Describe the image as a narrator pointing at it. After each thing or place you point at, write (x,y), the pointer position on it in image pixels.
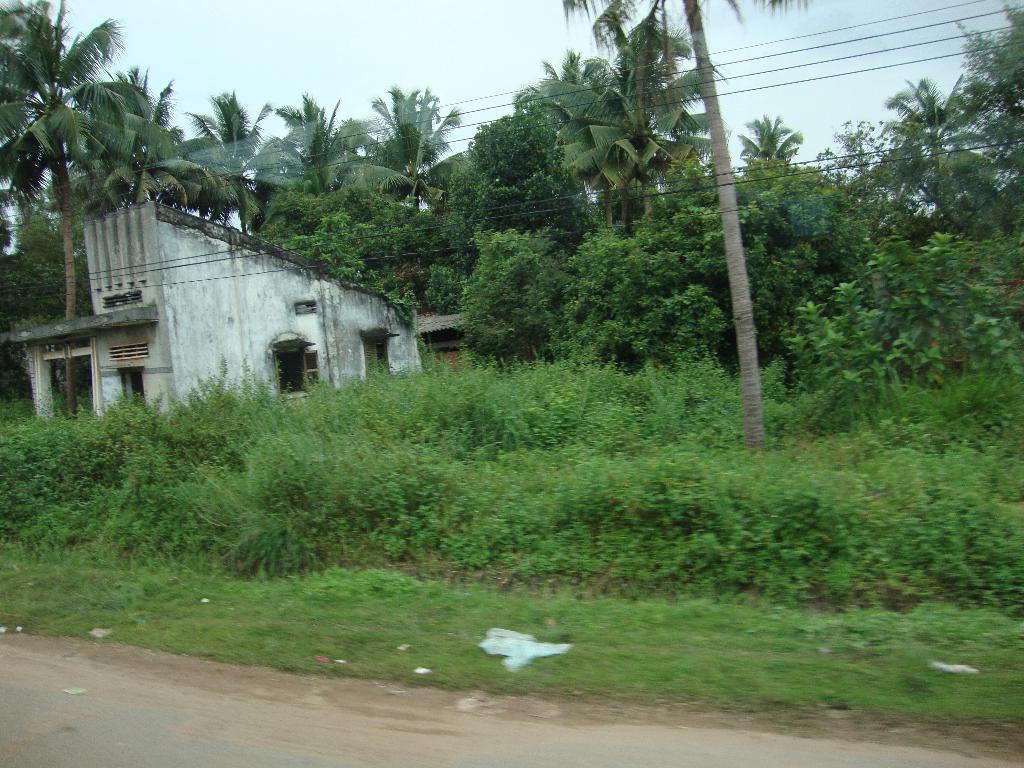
In this picture we can see grass (685,599), plants (447,508), few trees (576,185), cables (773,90) and houses (265,341).
